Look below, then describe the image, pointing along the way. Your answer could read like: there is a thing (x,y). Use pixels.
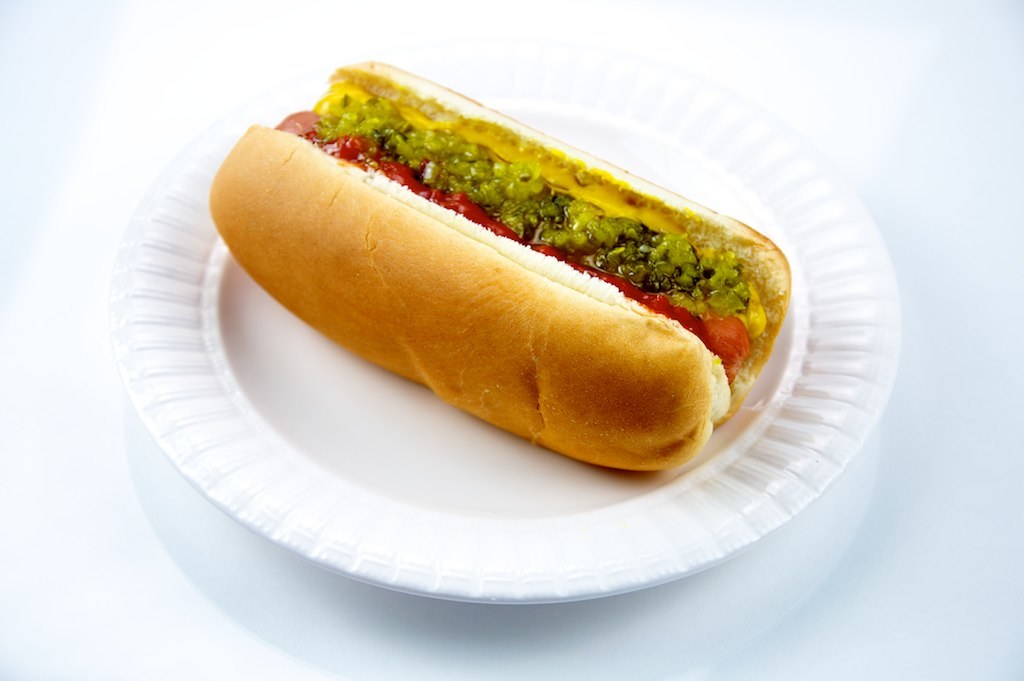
On the white plate (519,59) we can see a hot dog (485,211). On the bottom (378,674) there is a table (551,657).
